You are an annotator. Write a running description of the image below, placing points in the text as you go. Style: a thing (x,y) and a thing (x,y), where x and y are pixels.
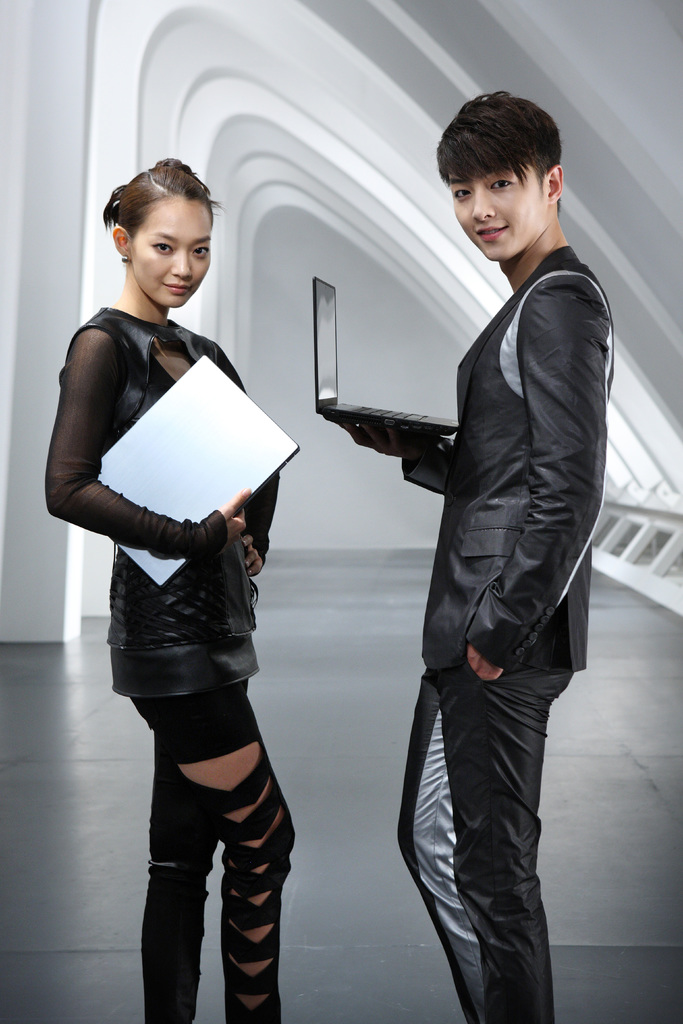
Here we can see a woman (67,480) and a man (547,650) standing on the floor (405,896). In the background (212,309) we can see wall (375,225).
